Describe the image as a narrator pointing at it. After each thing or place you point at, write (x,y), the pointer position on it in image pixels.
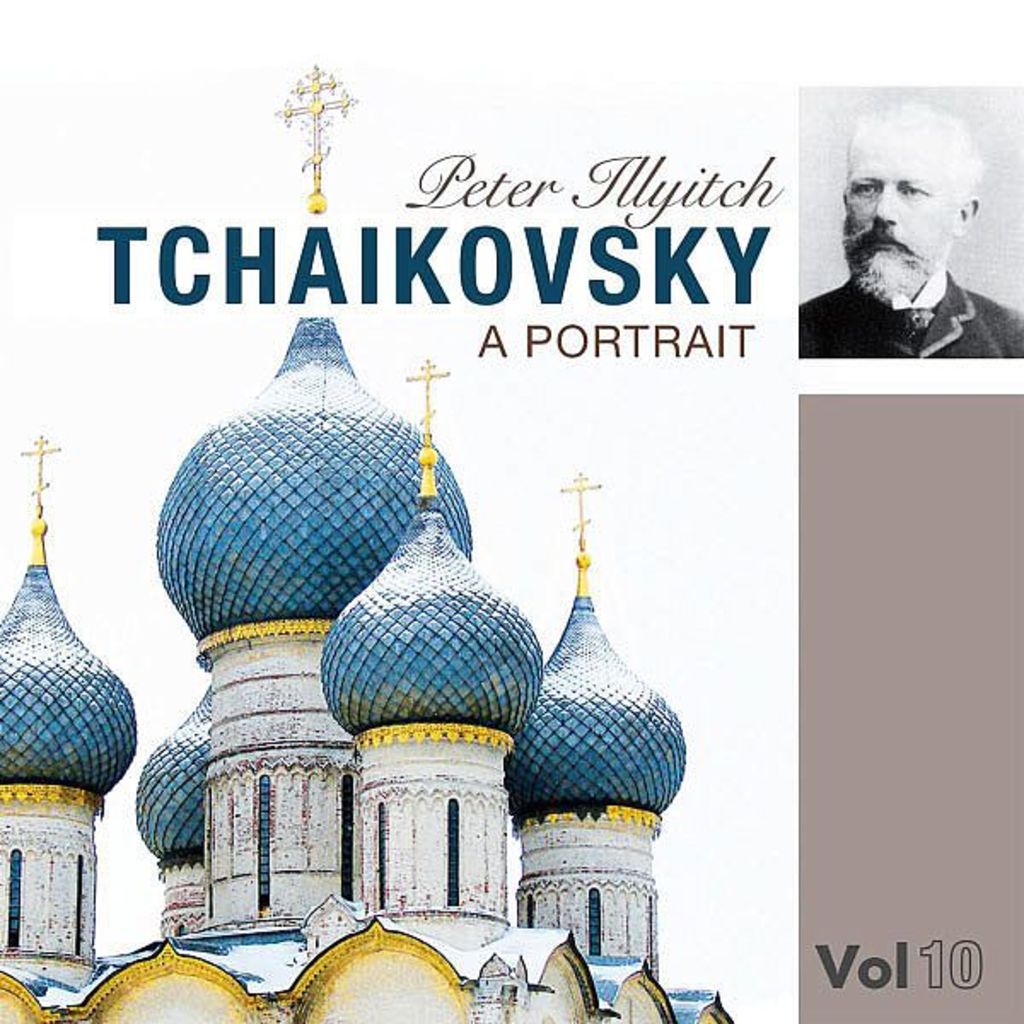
In this image there is a poster (641,646) on which there is a building (376,818) and a person (869,288). There is some text (618,252) written on the poster (522,377).
